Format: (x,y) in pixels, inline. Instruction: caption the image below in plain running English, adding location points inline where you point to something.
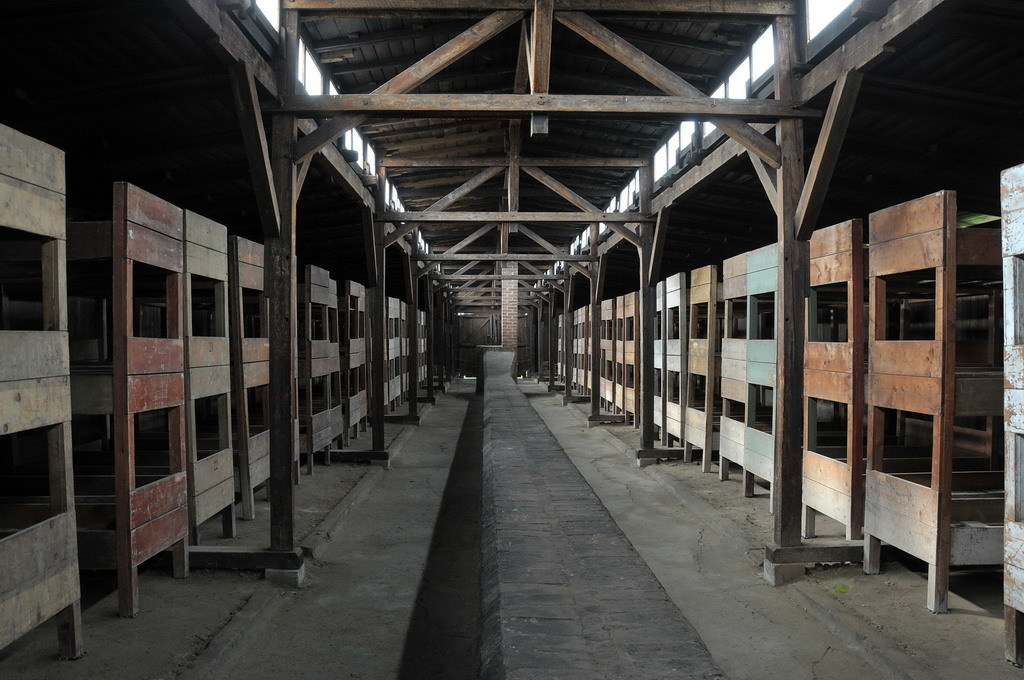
In the image there are many wooden objects (637,404) and above them there is a wooden roof (269,121), under the roof (324,51) there are wooden poles (674,186).
